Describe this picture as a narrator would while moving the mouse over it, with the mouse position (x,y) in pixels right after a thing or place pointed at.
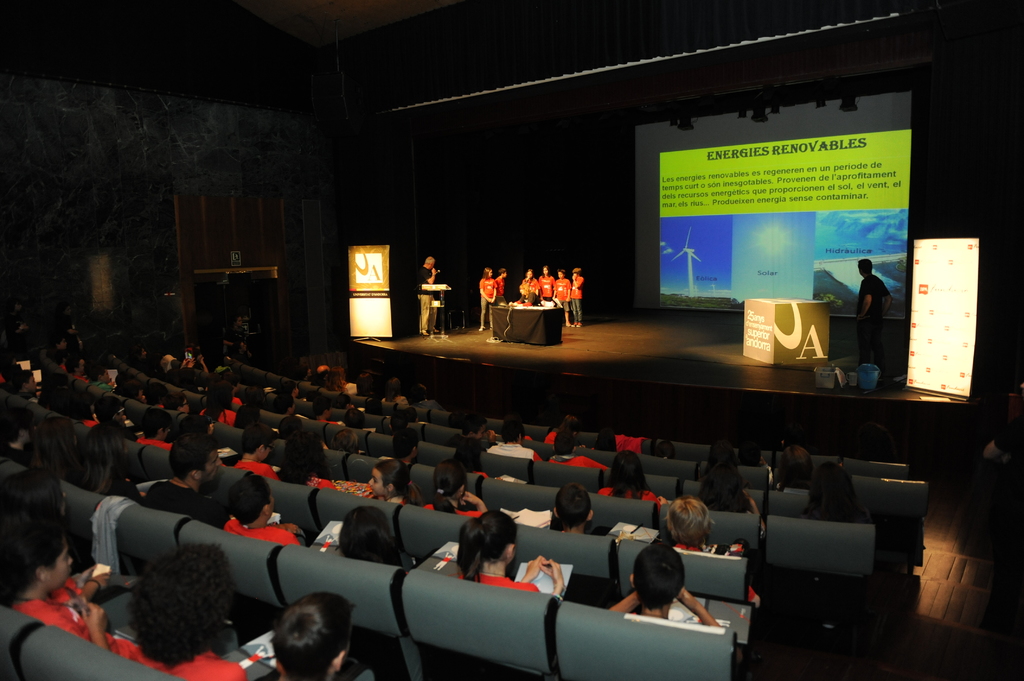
In this picture we can observe some people (487,287) standing on the stage (679,369) in front of a table (518,324). There are some people (294,532) sitting in the chairs (561,540). There are men (161,442) and women (410,493). In the background (661,166) we can observe a screen (757,188). There is a black color curtain (587,47).
